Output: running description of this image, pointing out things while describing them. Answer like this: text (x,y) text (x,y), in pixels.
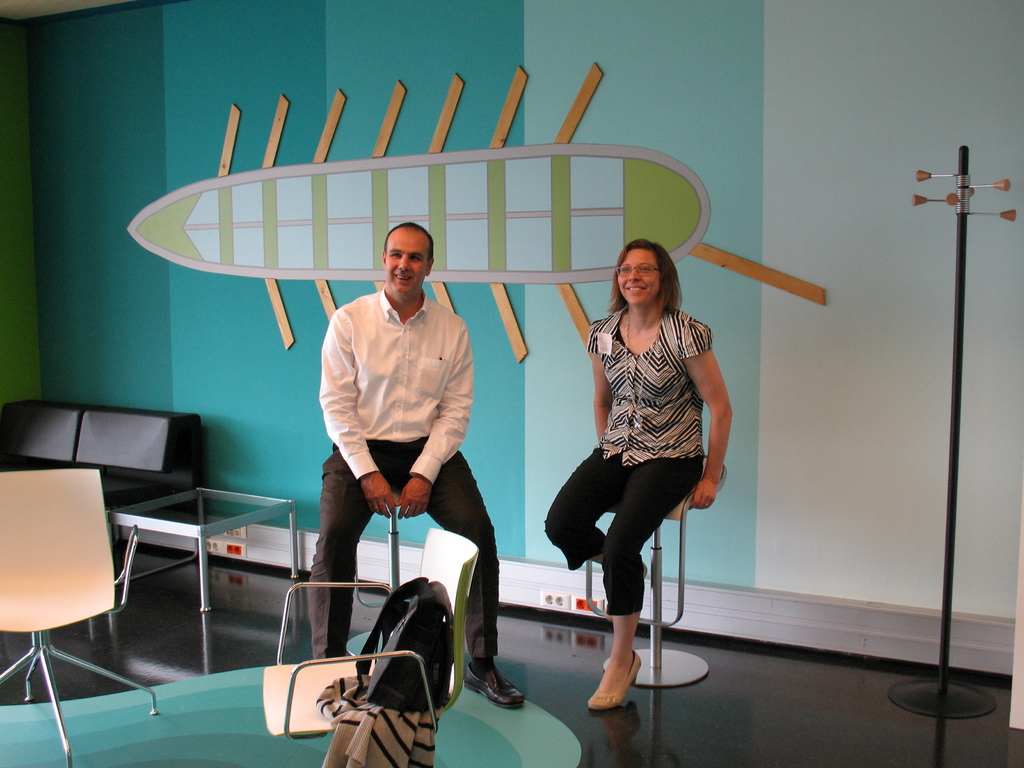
In this picture there are two people (360,437) sitting on the stools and beside them there is a table (189,507) and two chairs (97,610).
